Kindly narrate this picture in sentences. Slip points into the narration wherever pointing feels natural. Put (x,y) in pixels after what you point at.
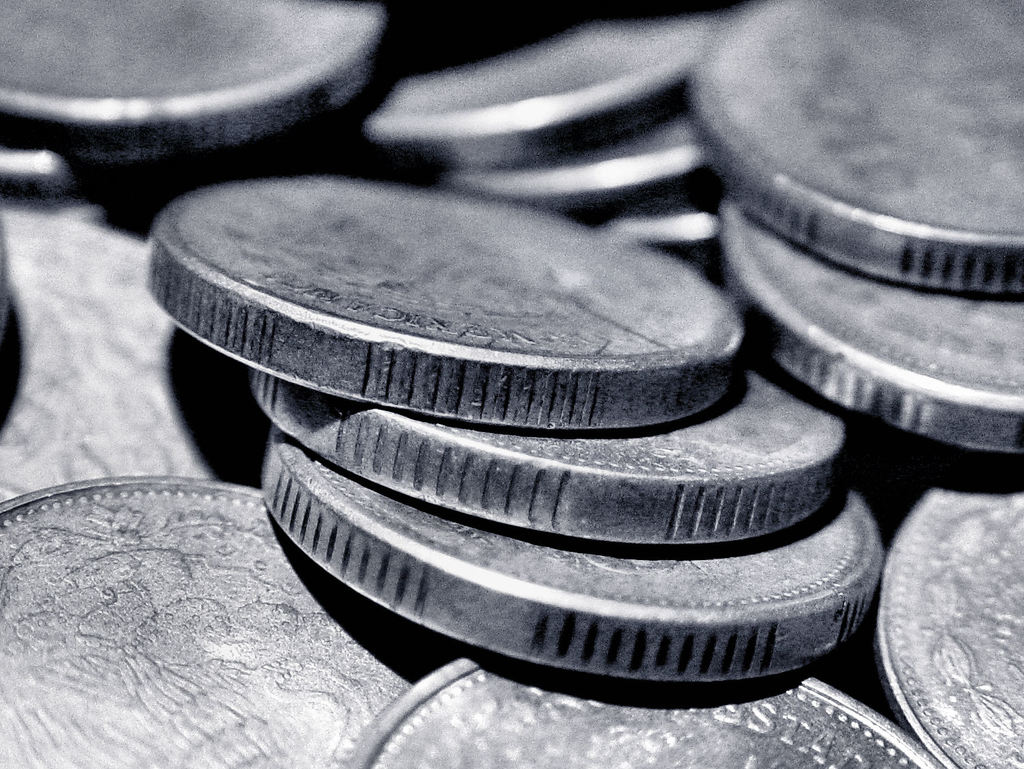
In this image we can see some silver coins (401,368).
